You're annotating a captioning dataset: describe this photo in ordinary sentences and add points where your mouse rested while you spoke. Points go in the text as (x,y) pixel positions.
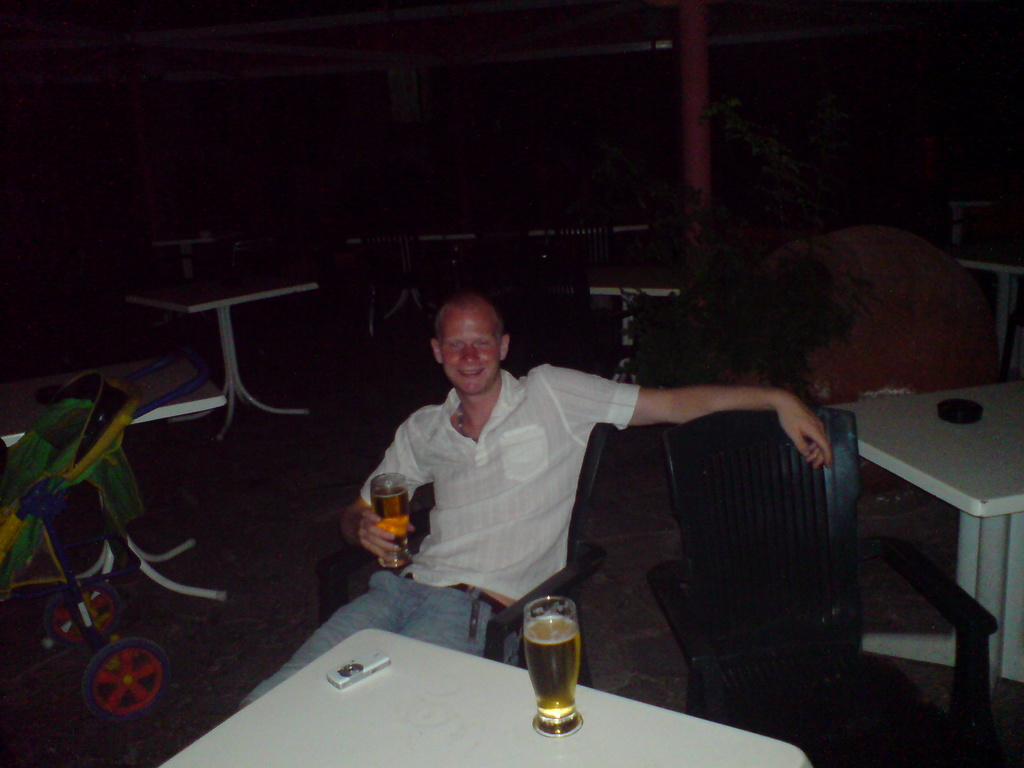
In this image we can see a man (450,563) sitting on the chair (410,506) near the table (466,705) holding a glass (384,504) with drink (400,517) in his hands (412,531). There is a mobile phone (378,657) and glass (550,708) with drink (560,690) on the table (481,716). In the background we can see chairs (852,468) and tables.
